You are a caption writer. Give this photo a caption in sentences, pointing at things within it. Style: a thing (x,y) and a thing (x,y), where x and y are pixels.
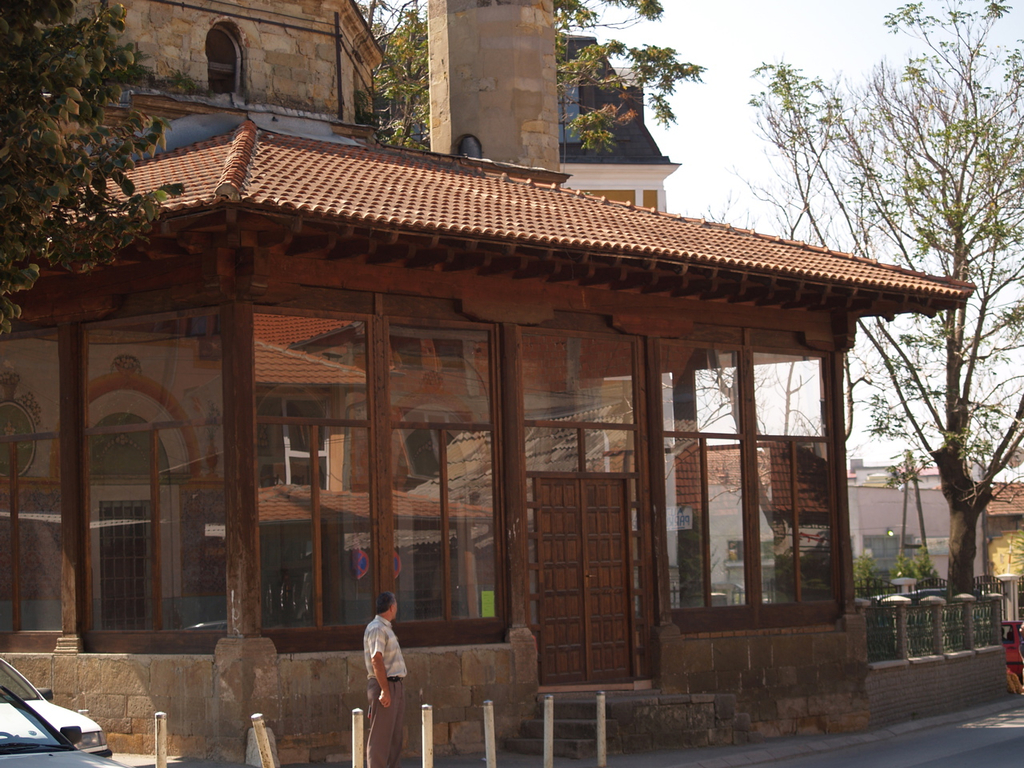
This is an outside view. Here I can see a building (405,442). In front of this building (411,453), a man (375,659) is standing. On the left bottom of the image (41,733) I can see two cars (42,736) on the road (988,760). In the background (971,450) there are some trees (42,115). On the top of the image (790,47) I can see the sky (763,19).
